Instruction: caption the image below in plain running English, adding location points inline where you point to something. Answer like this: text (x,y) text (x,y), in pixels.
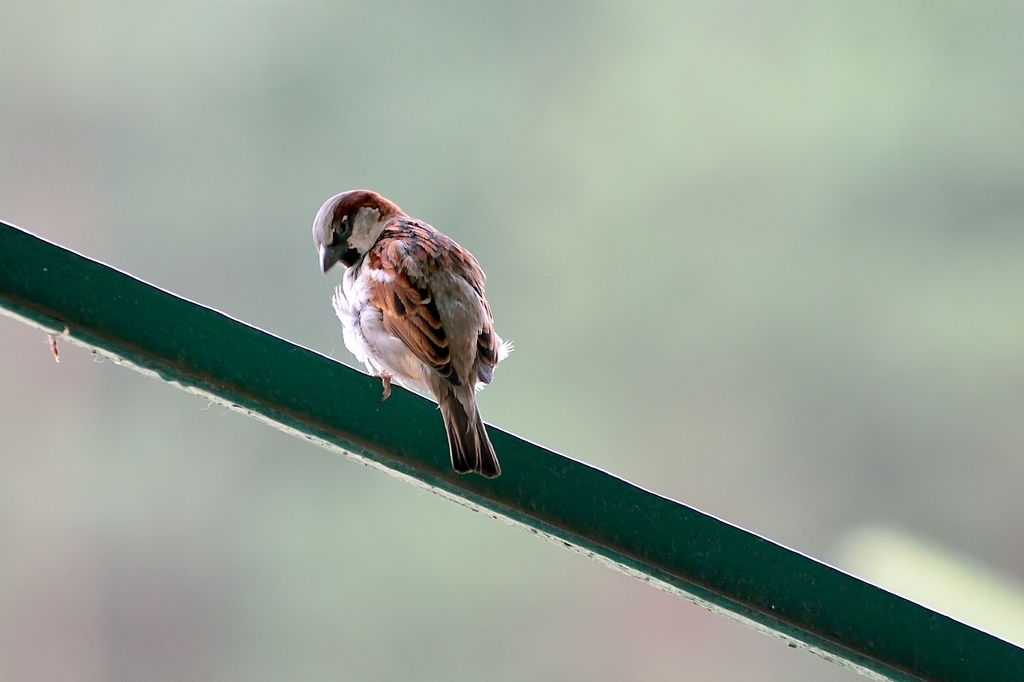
In this image I can see a bird (380,328) which is cream, brown and black in color is on a green colored object (397,397). I can see the blurry background (697,262).
